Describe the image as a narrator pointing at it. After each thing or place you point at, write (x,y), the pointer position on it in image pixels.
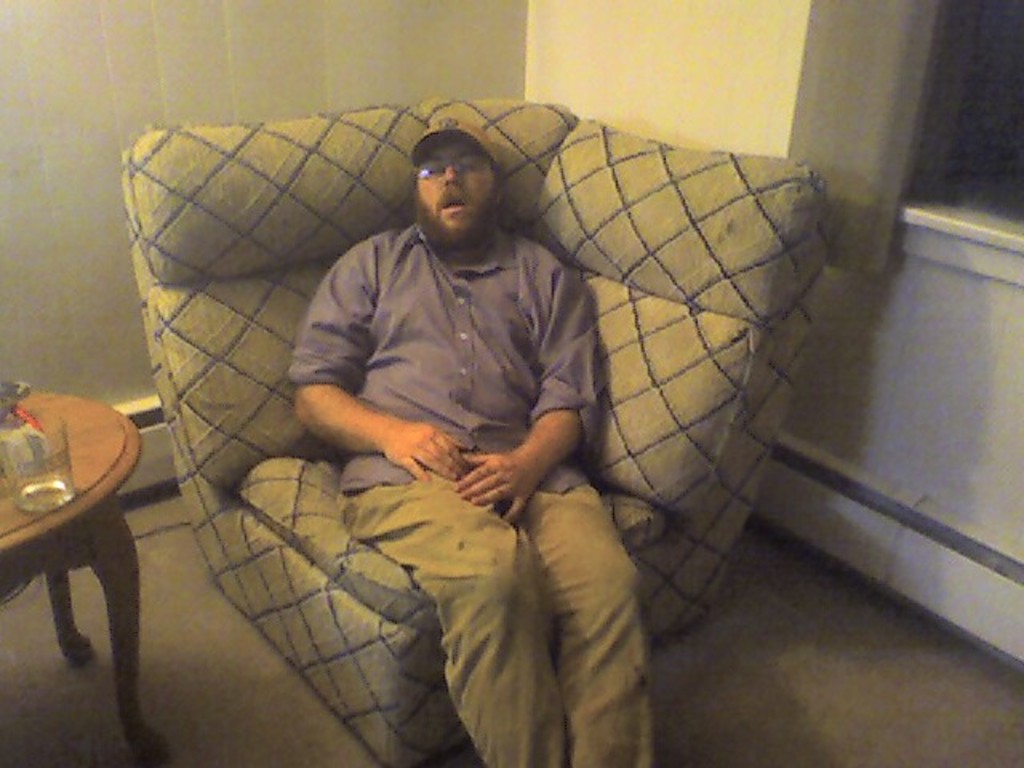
There is a man (504,491), sitting in the sofa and sleeping. There is a table (83,435) beside the sofa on which a glass (52,447) was placed. We can observe a wall (242,90) in the background (335,75).
